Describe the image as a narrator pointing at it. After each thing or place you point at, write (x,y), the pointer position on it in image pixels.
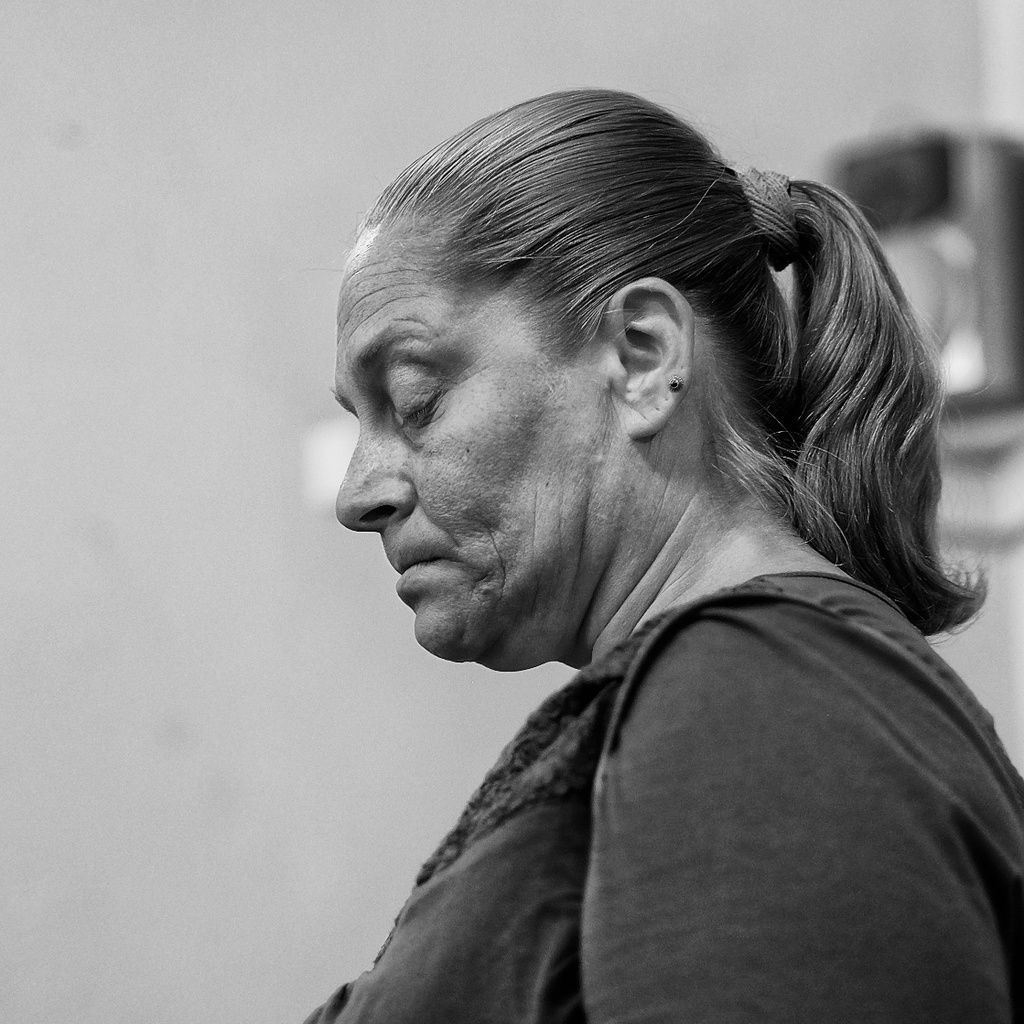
In this image in the foreground (474,516) there is one women (700,724), and in the background (333,247) there is a wall (286,890) and some objects (948,356).
